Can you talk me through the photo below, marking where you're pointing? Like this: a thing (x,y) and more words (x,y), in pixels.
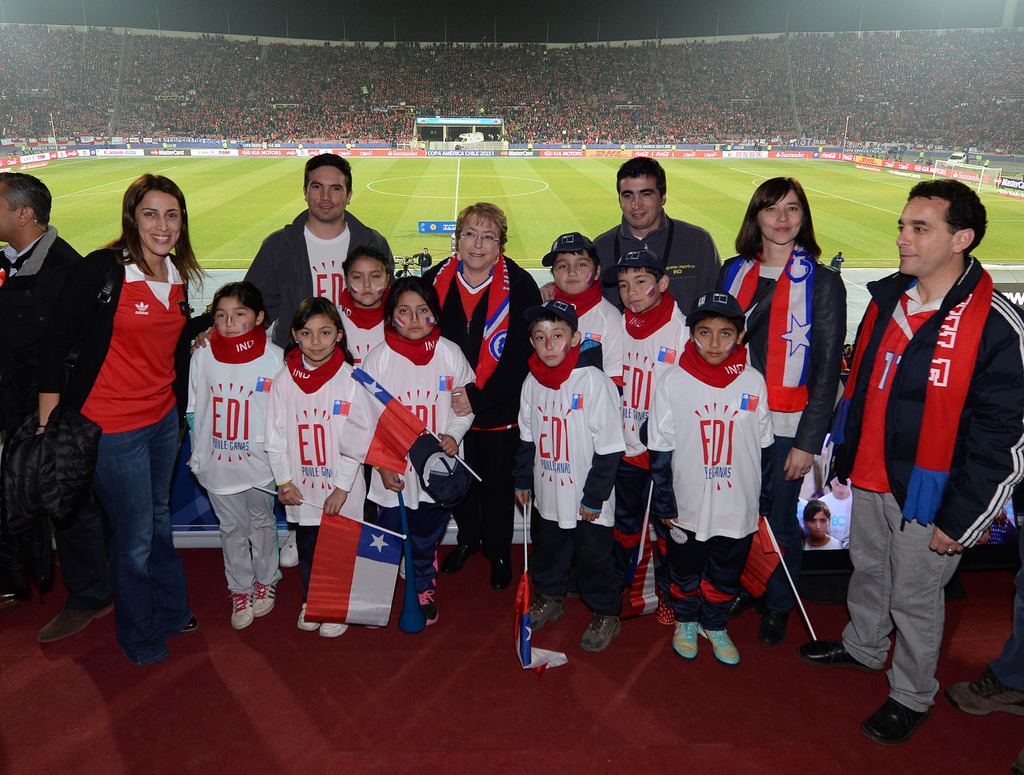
In the picture I can see these children (681,350) wearing white color T-shirts (543,508) are having face painted (234,308) on their faces (222,316) and standing here by holding flags (323,586) in their hands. Here we can a few more people (964,414) are standing here. In the background (117,179), I can see the stadium (837,157), ground (455,192) and the dark sky (206,28).
